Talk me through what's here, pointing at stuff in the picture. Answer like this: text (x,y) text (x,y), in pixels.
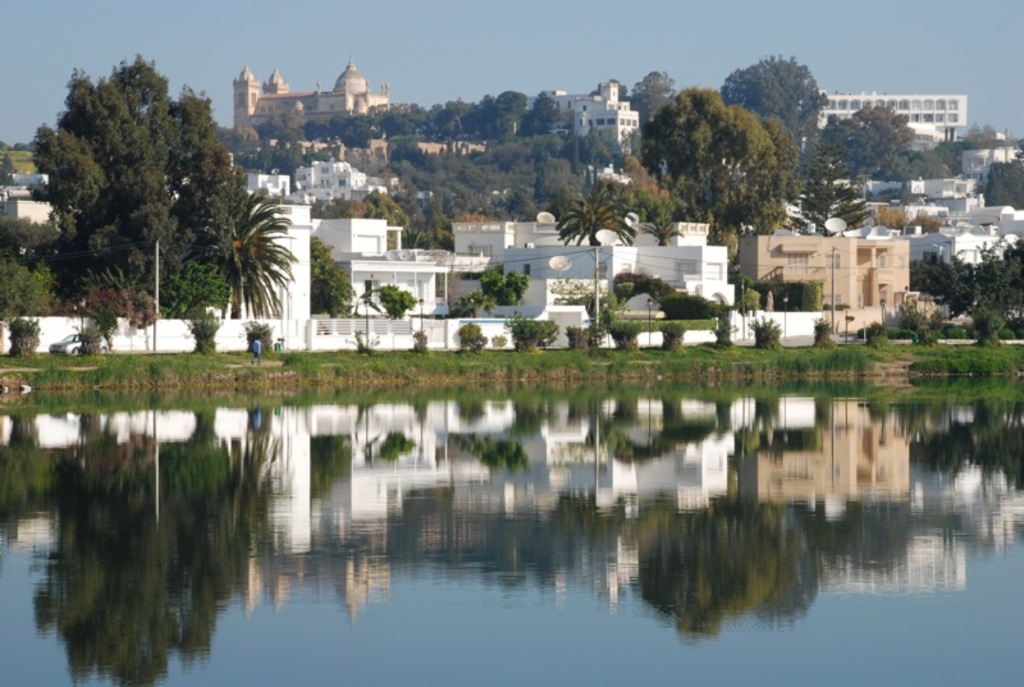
In this picture I can see the buildings (879,184), house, shed (520,224), trees (466,156), plants (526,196), grass (71,356) and monuments (250,80). At the top (550,11) I can see the sky (540,0). At the bottom (366,549) I can see the water (743,554). On the left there is a car (61,345) which is parked near to the electric pole (155,328) and wires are connected to it.
